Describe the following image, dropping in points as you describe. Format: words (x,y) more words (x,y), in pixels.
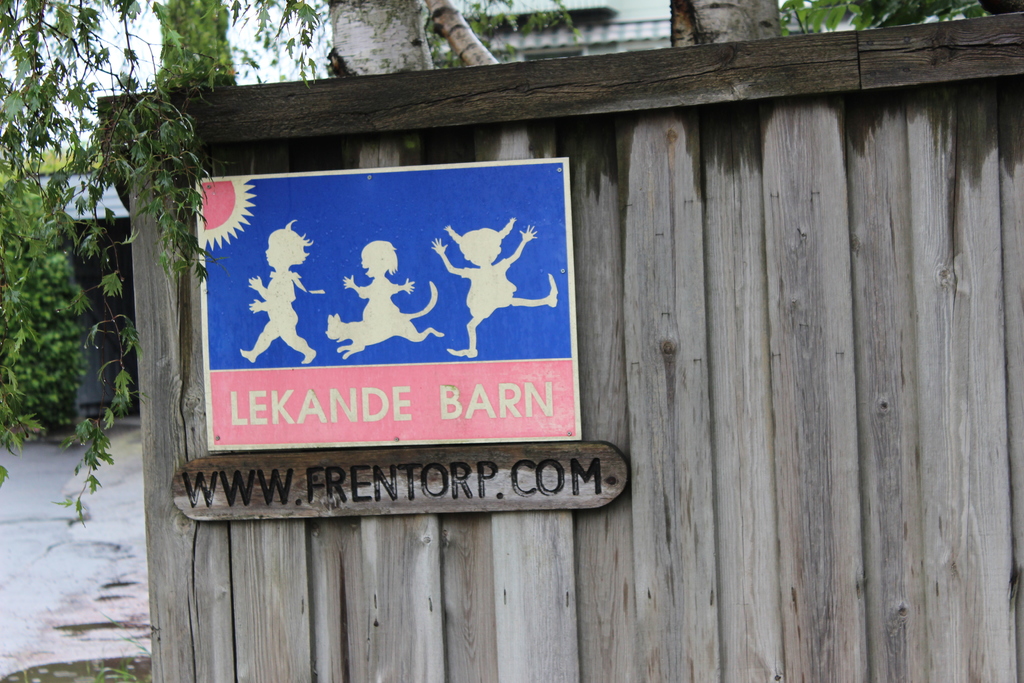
In this image we can see the boards (265,429) on a wooden wall (609,425) with some pictures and text (473,415) on them. We can also see the bark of the trees (71,304), a building (82,318), some trees (88,251) and the sky (90,90). On the bottom of the image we can see some water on the ground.
